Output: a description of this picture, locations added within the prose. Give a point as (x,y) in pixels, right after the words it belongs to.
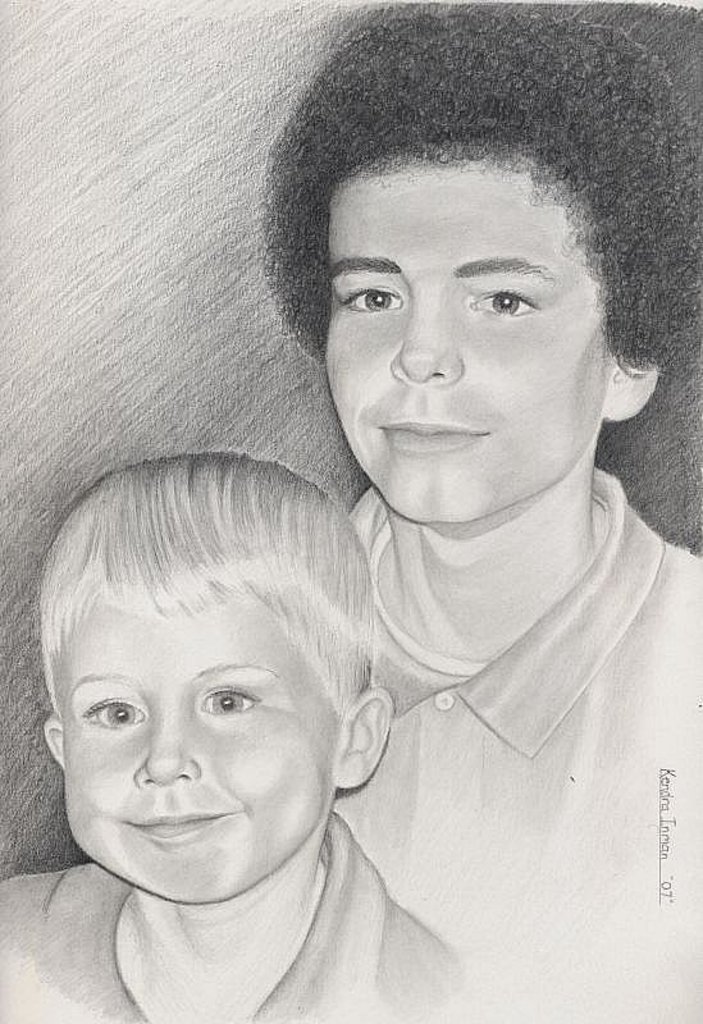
In the picture we can see a pencil sketch of a man (392,810) and a boy (297,780), a man (553,368) is with a curly hair (688,196).
